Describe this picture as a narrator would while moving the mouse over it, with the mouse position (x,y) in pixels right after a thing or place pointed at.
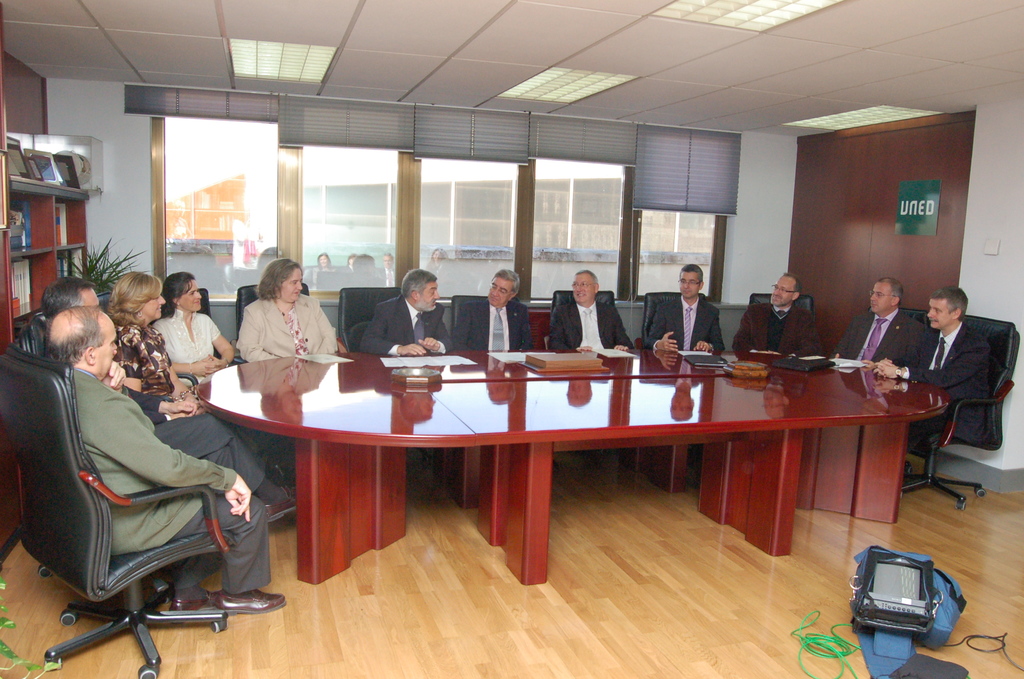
In this picture there are group of people (91,413) sitting on a chair (47,473). There is a paper (436,362), box (558,368), black file (813,361) on a red table (498,391). There is a device (884,588), black and green wire (826,655), bag (932,610) on the floor (844,611). There is a plant (106,271) in the corner. Few books (28,231) are arranged in a shelf (49,283).
